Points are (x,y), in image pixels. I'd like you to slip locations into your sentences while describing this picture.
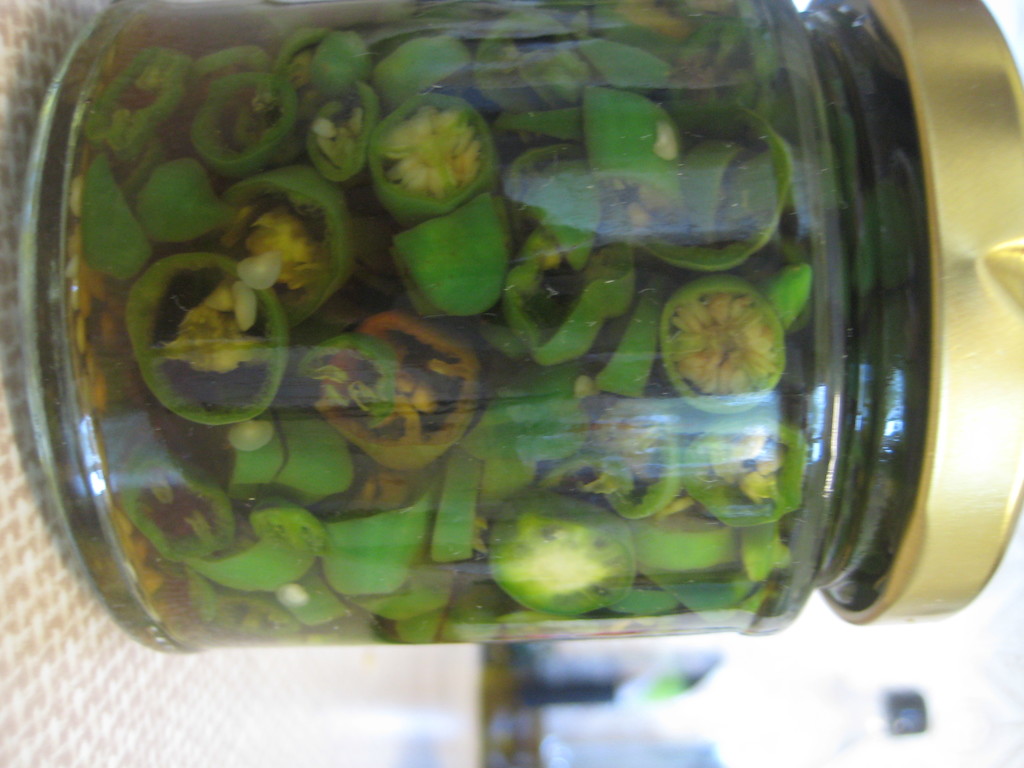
In this picture I can see there is a jar (368,229) with chilies (454,285) and they are cut into pieces (467,283) and there is a bottle (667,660) in the backdrop (694,667).
